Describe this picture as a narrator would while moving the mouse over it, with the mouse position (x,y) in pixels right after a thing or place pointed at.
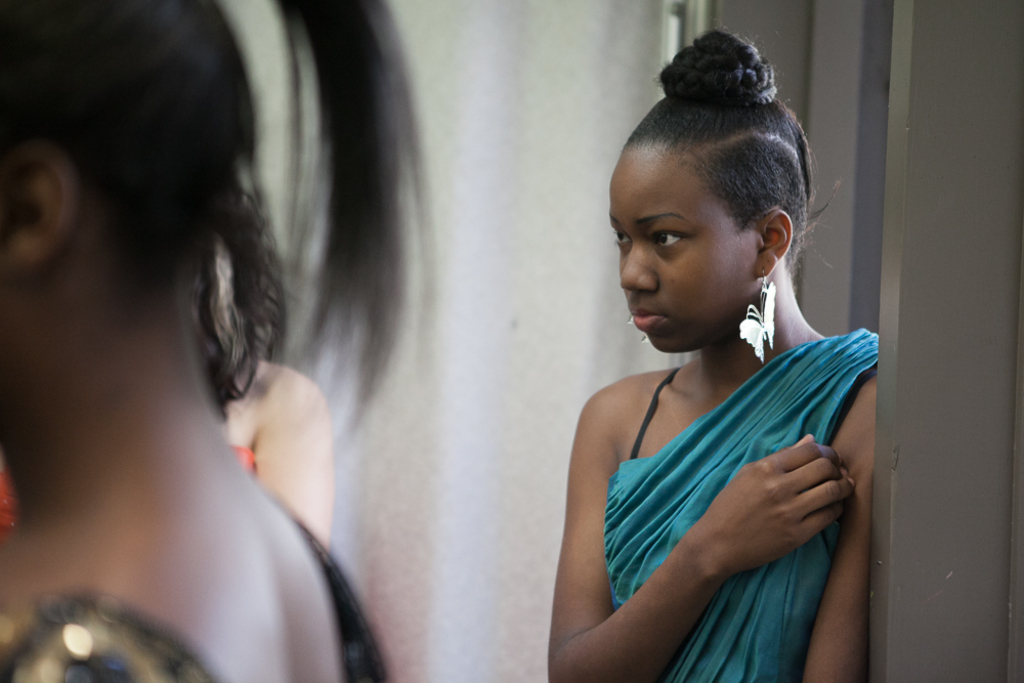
In this image we can see a woman (700,348) wearing the butterfly earrings (749,338). In the background (1008,127) we can see the wall (507,292). On the left (251,286) we can see some persons (173,240).
